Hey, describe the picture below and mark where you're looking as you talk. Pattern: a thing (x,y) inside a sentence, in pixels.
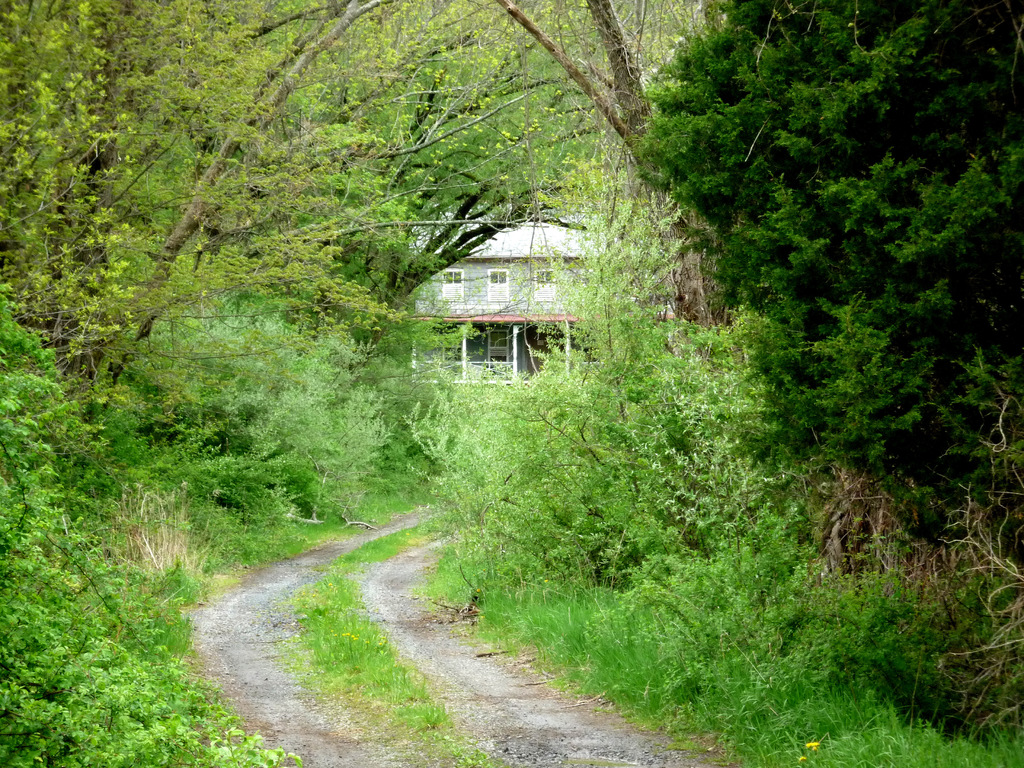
In this picture there are many trees (472,495) and a small walking passage (404,574) in the bottom side of the image (429,661). Behind there is a small white color shade house (488,312).
